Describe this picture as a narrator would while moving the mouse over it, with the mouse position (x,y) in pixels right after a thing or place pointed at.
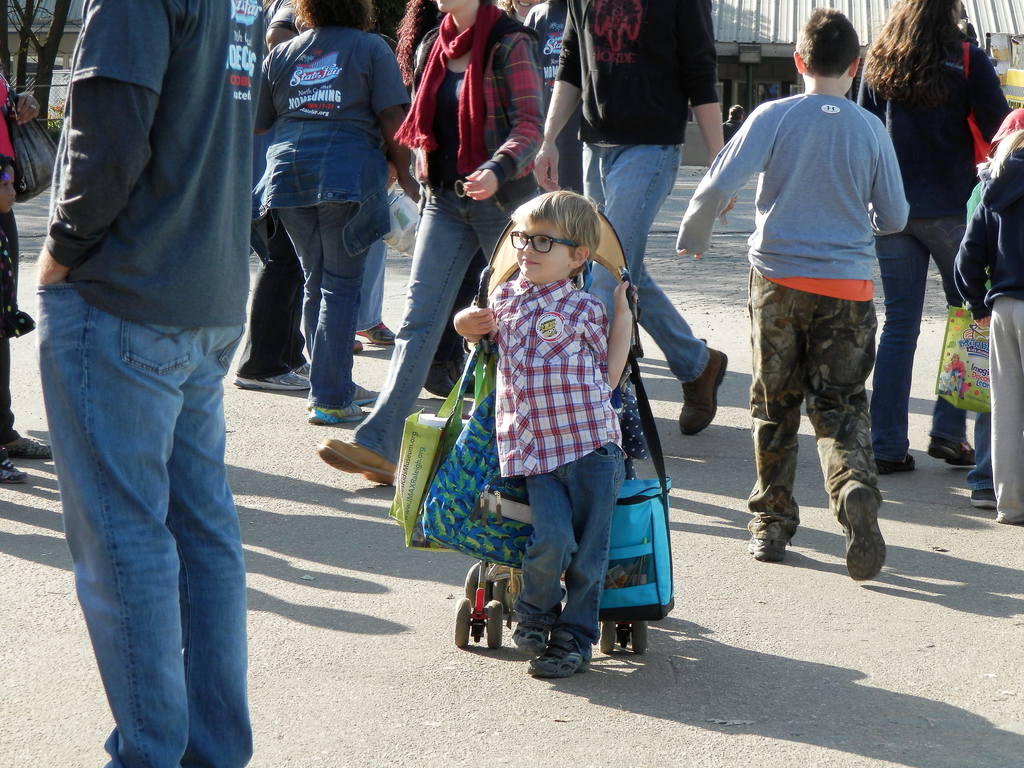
In this image, we can see persons (344,247) wearing clothes (916,177). There is a person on the left side of the image (24,174) wearing a bag (24,189). There is a kid (567,309) in the middle of the image (612,433) standing in front of the stroller (493,627).
